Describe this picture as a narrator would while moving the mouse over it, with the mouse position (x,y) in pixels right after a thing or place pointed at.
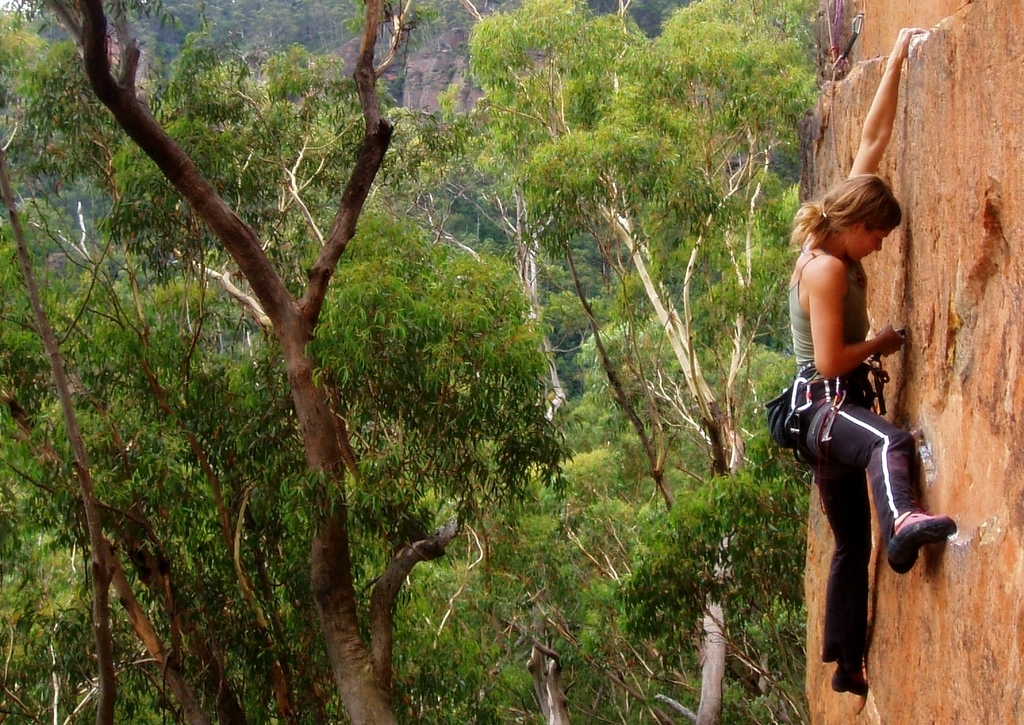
In this picture I can see a woman (829,308) climbing the rock (891,45) and I can see trees (524,162).
